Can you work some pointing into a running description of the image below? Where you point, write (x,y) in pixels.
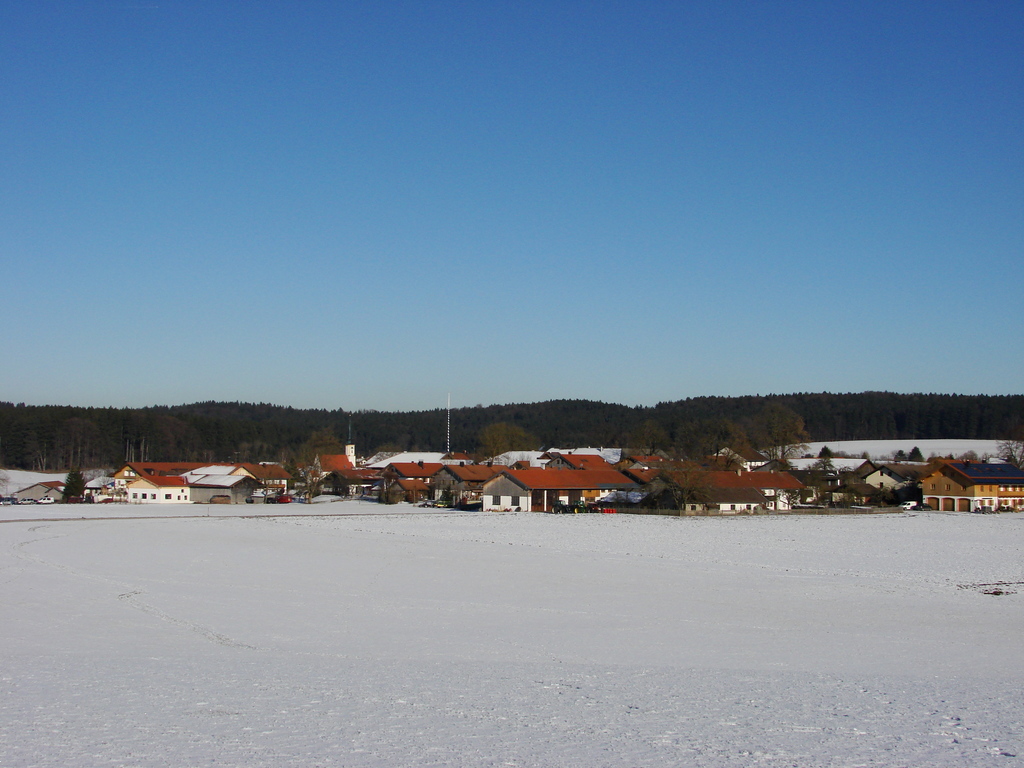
In this image at front (48,731) there is snow (594,676) on the surface (447,686). At the background (780,434) there are buildings (376,472), trees (416,441) and tower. At the top (463,118) there is sky (399,105).
